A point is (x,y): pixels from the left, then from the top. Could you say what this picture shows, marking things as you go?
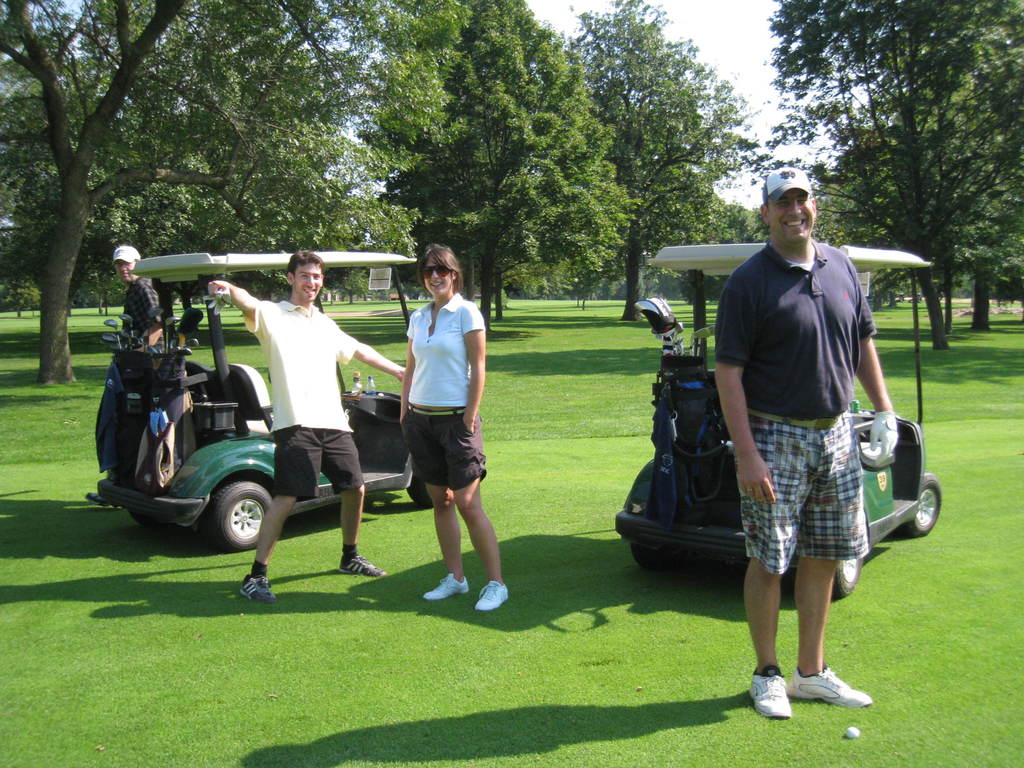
In this image we can see four persons (765,468) are standing on the grass (317,553). There are vehicles (242,383) and bottles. In the background (312,249) we can see trees (700,172) and sky (748,73).
